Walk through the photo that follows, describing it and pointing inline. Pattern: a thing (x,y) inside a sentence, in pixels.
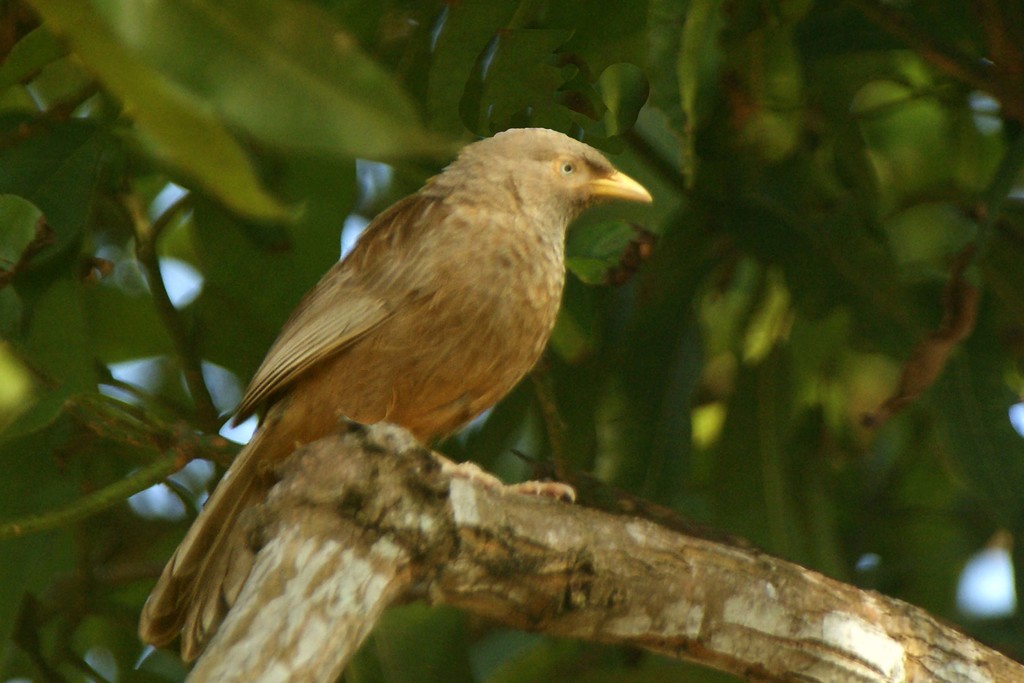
In this picture, we can see a bird (373,368) on the tree (533,509), and we can see leaves (190,119) in the background (221,122).
